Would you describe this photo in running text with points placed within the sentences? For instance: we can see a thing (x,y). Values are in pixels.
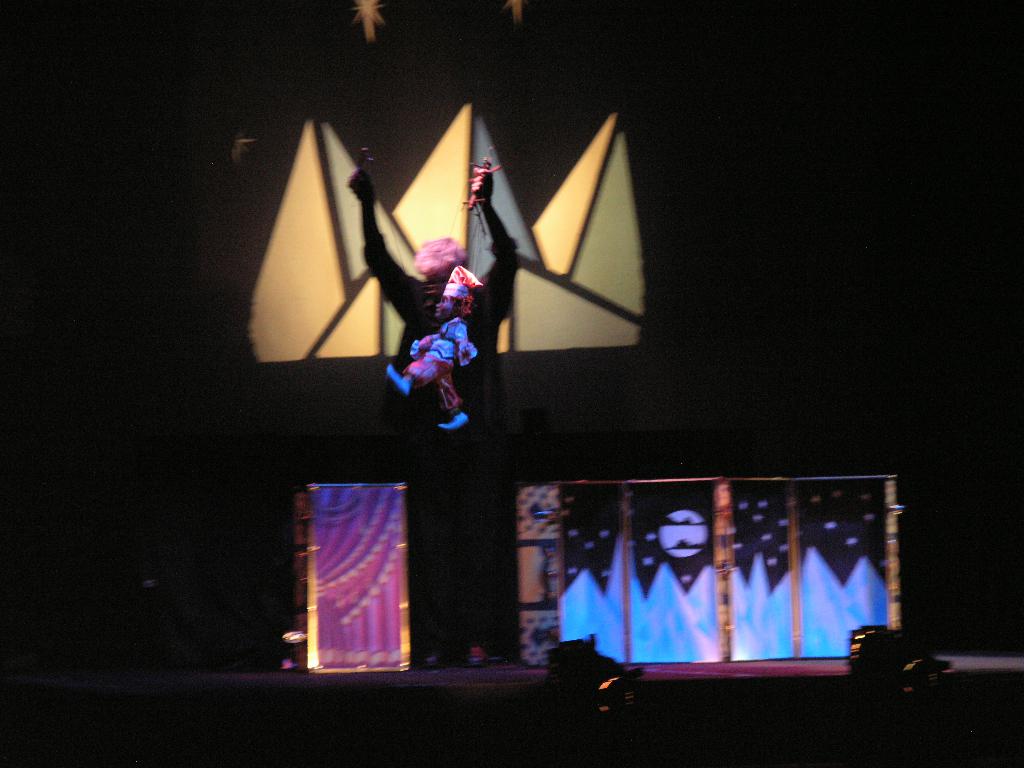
Here in this picture we can see a person (506,267) standing on a stage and performing an act with the help of dolls (447,345) and he is holding the strings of the doll (471,291) in his hands (487,178) and behind him we can see decoration (329,170) present and we can see number of lights (553,679) present.
